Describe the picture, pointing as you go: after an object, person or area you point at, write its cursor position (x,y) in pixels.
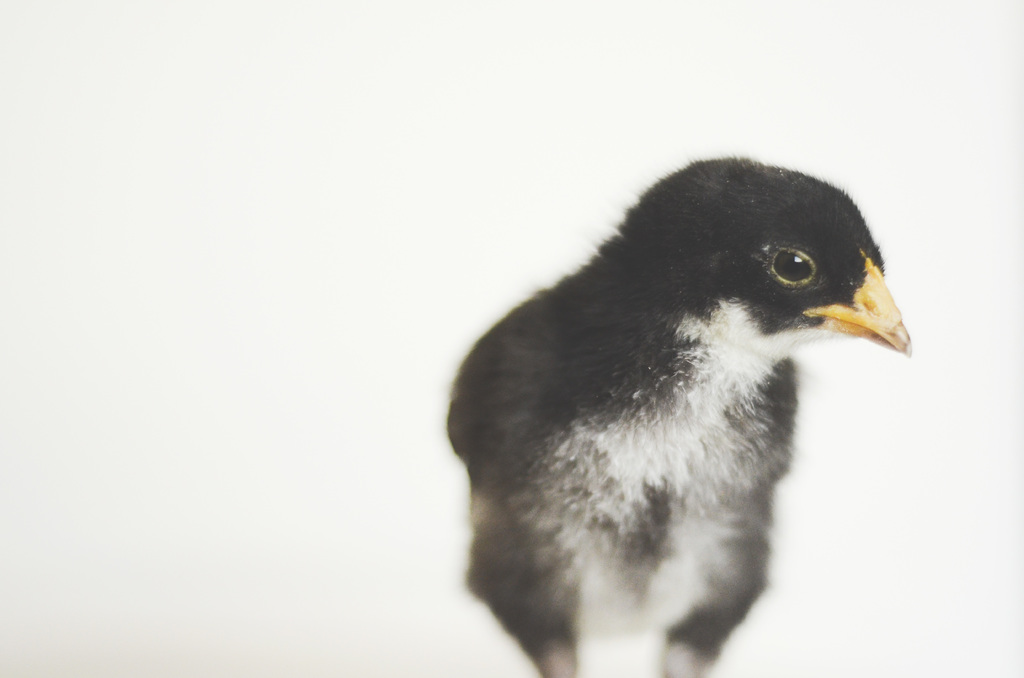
In this image the background (266,264) is white in color. In the middle of the image (618,370) there is a bird (716,373) which is black in color.
